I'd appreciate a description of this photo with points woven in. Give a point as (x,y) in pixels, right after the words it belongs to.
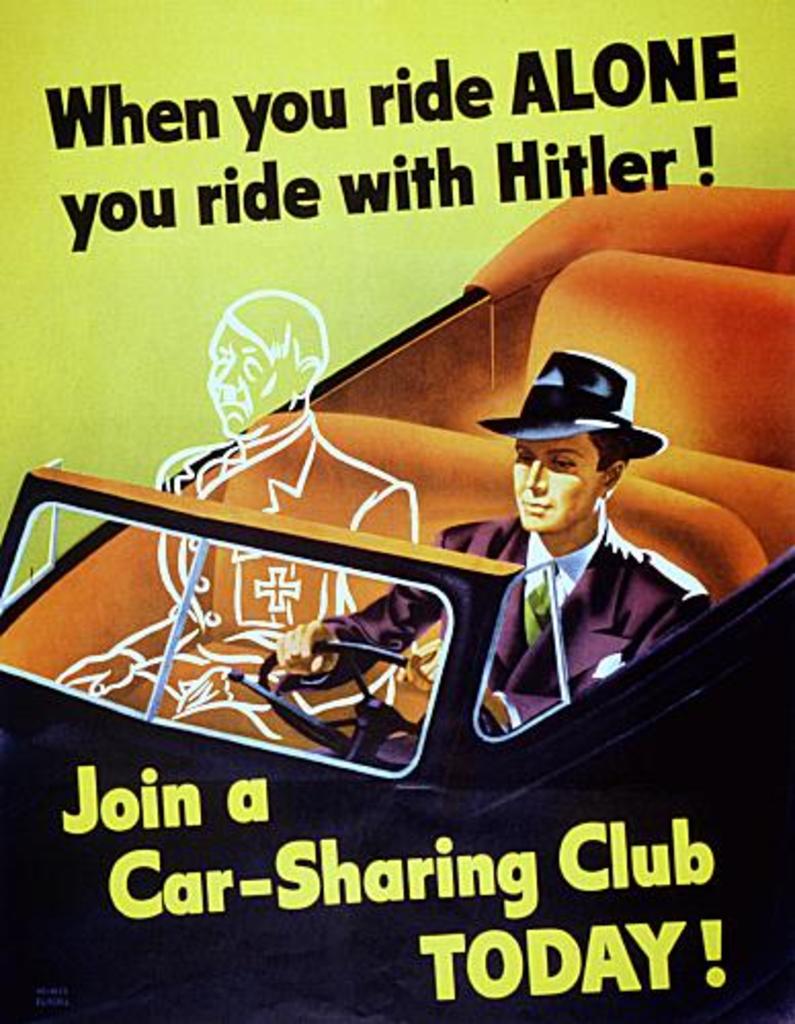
This might be a poster, in this image in the center (518,345) there is one vehicle (468,606). In the vehicle (472,649) there is one person (486,531) sitting, beside him there is a drawing (259,393) of one person (257,337) and at the top (151,183) and bottom of the image (131,900) there is text (527,908).
